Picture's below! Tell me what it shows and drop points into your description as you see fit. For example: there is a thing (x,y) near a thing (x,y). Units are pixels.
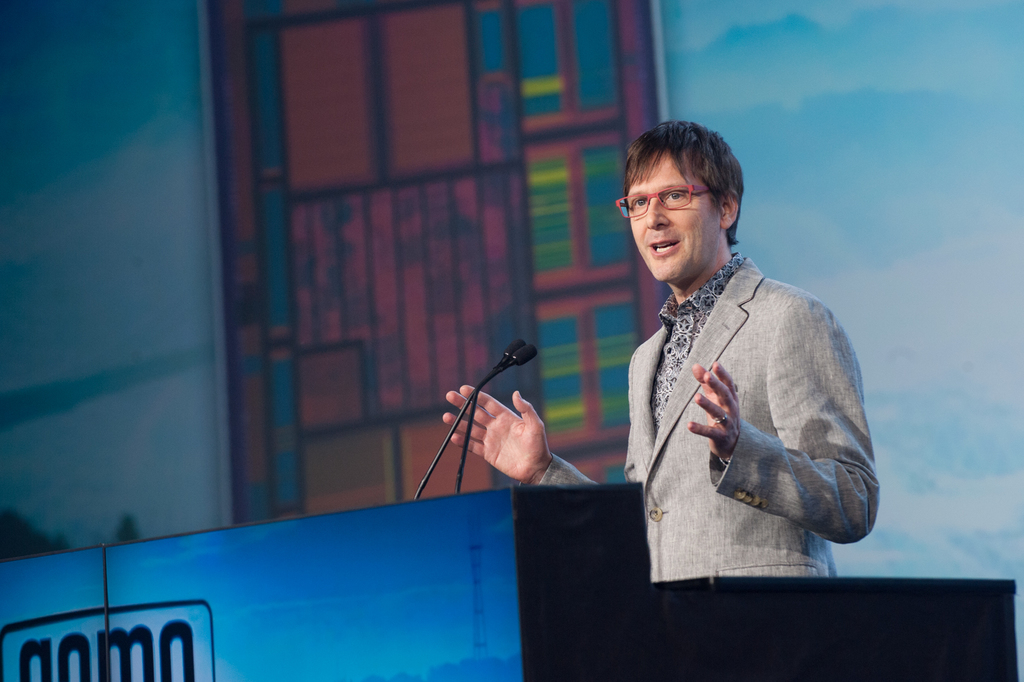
In this picture I can see a man (667,479) standing at a podium (409,548) and speaking with the help of microphones (462,473) and I can see text (186,646) on the podium (275,621) and looks like a screen (981,220) in the back (562,341).
